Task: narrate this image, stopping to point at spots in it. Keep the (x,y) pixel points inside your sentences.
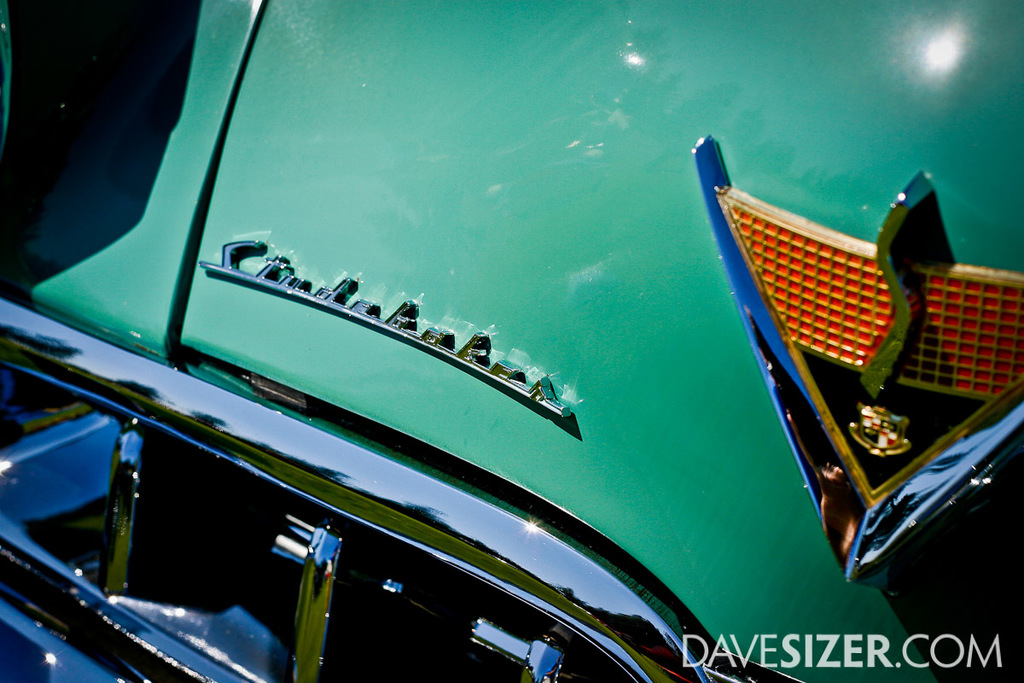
It is a zoomed in picture of a green color car (443,282) and in the bottom right corner (806,654) there is text (784,661).
